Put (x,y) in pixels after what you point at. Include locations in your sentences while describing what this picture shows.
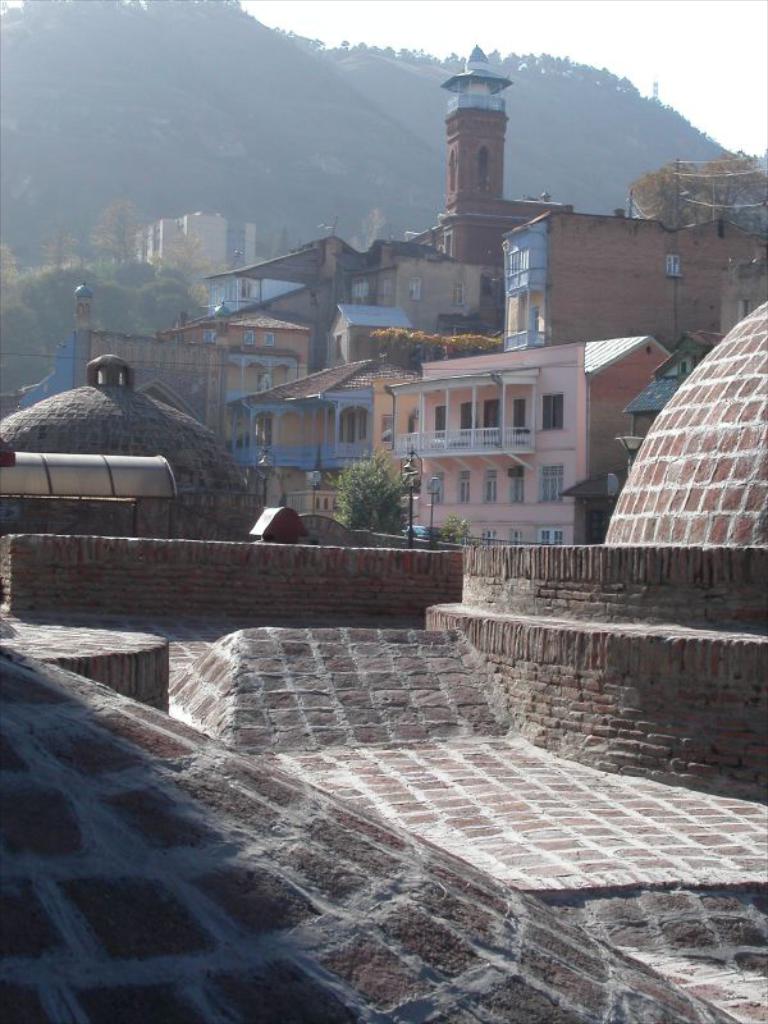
In the foreground of this image (473,879), it seems like a dome (363,842) and slab (542,786) of a building (670,658). We can also see two domes (132,427), buildings (352,345), cliff (305,75), trees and the sky (605,33) in the background (571,33).
